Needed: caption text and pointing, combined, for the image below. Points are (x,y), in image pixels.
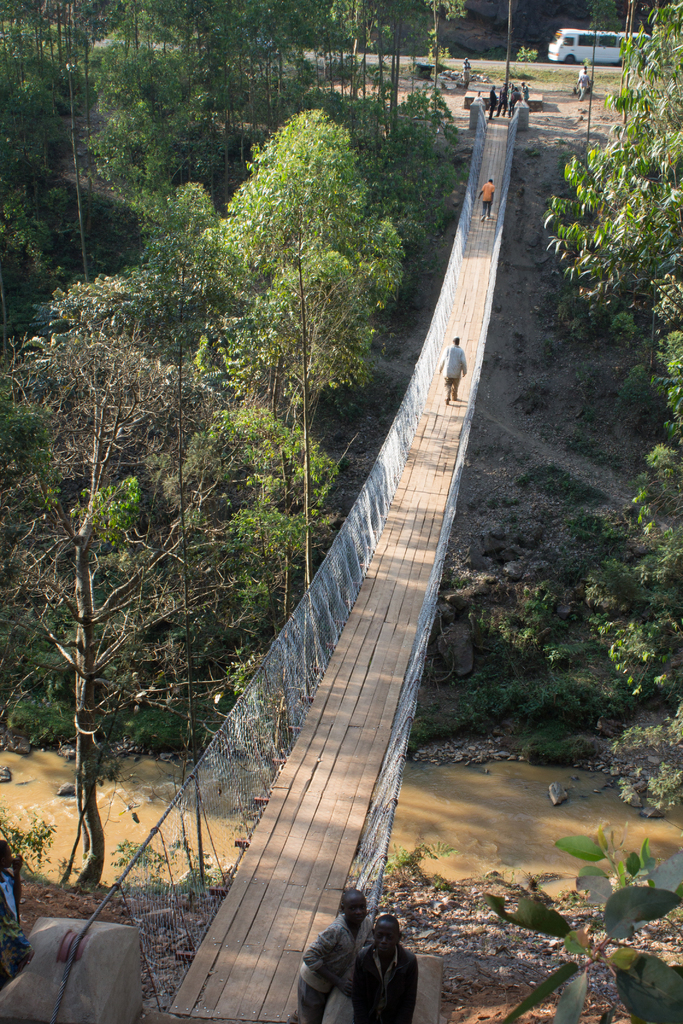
In the image there is a bridge (177,895) across the river (514,795) and there are few people (328,991) on the either side of the bridge (443,326), around that there are trees (652,114) and in the background (607,40) there is a vehicle (589,44).
